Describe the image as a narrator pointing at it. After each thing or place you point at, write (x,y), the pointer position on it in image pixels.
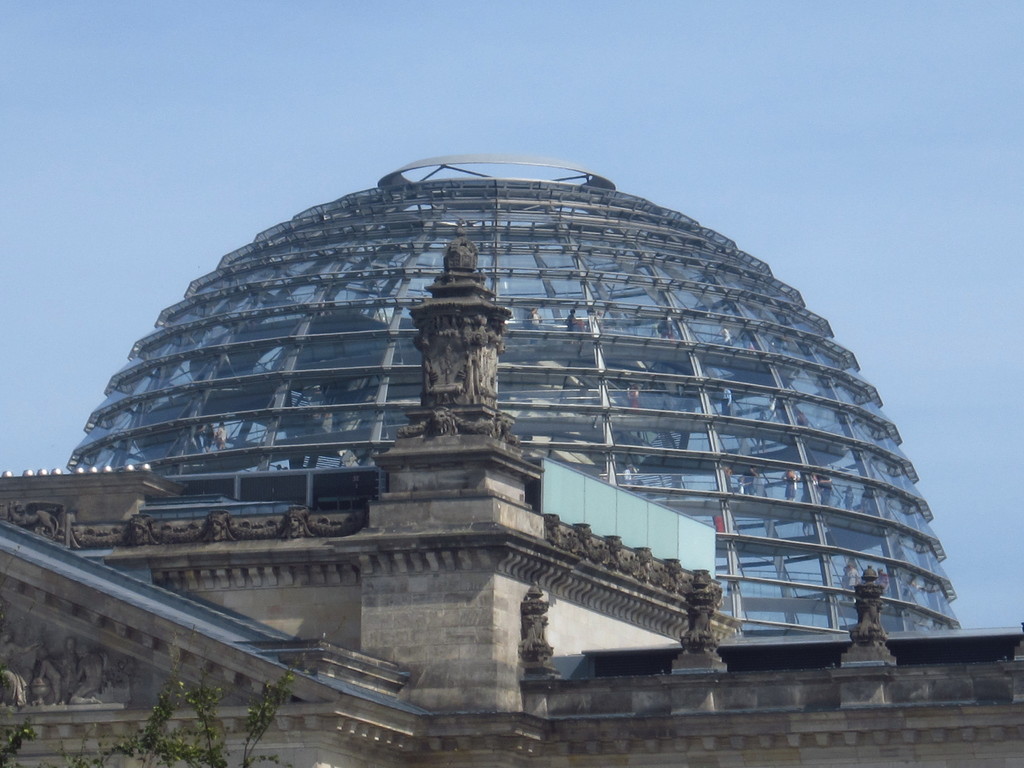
In this image I can see a grey and white color building (507,480) and the glass building (660,285). The sky (625,159) is in blue color.
